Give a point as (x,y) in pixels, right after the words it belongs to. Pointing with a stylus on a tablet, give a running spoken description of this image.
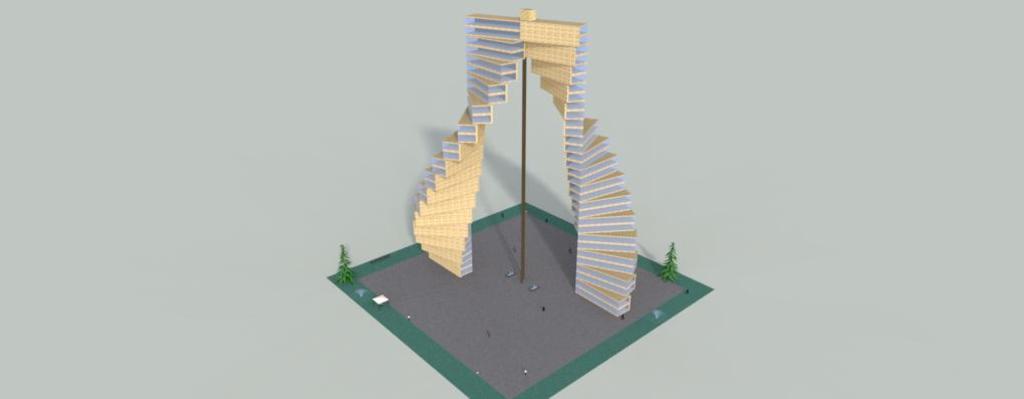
The image looks like an edited picture. In the center of the picture (434,185) we can see a sky scraper (608,258).
